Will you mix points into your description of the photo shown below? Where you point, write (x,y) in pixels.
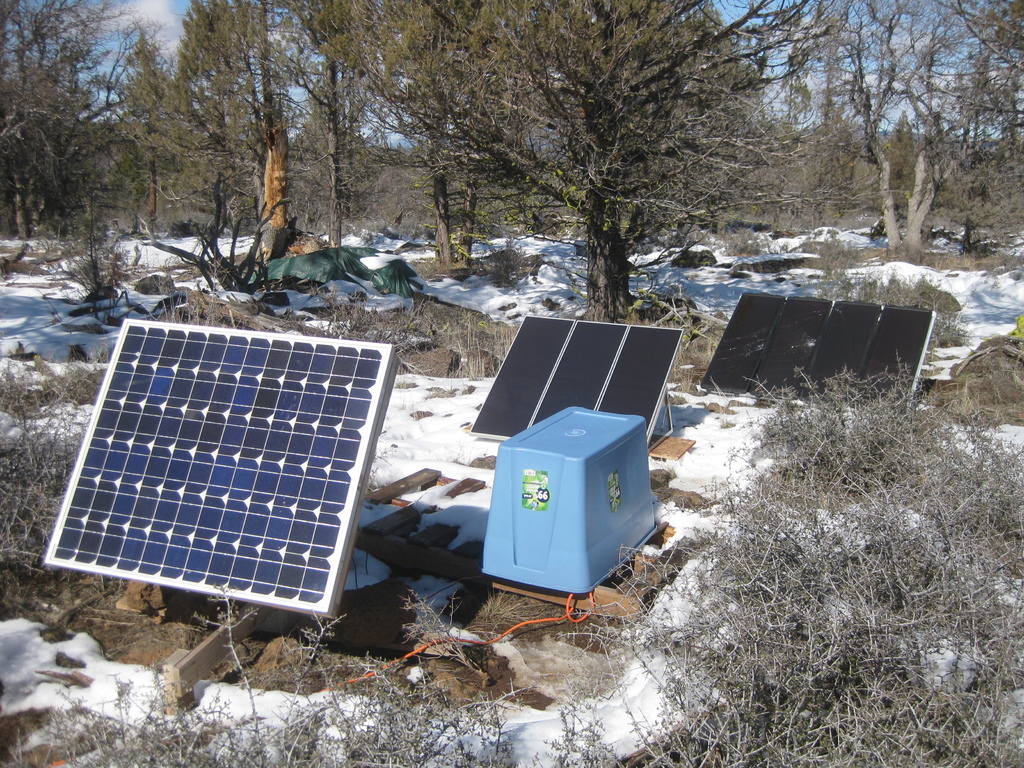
In this picture we can see some solar boards (274,474) are placed on the snow (364,569), around we can see so many trees (987,214).
